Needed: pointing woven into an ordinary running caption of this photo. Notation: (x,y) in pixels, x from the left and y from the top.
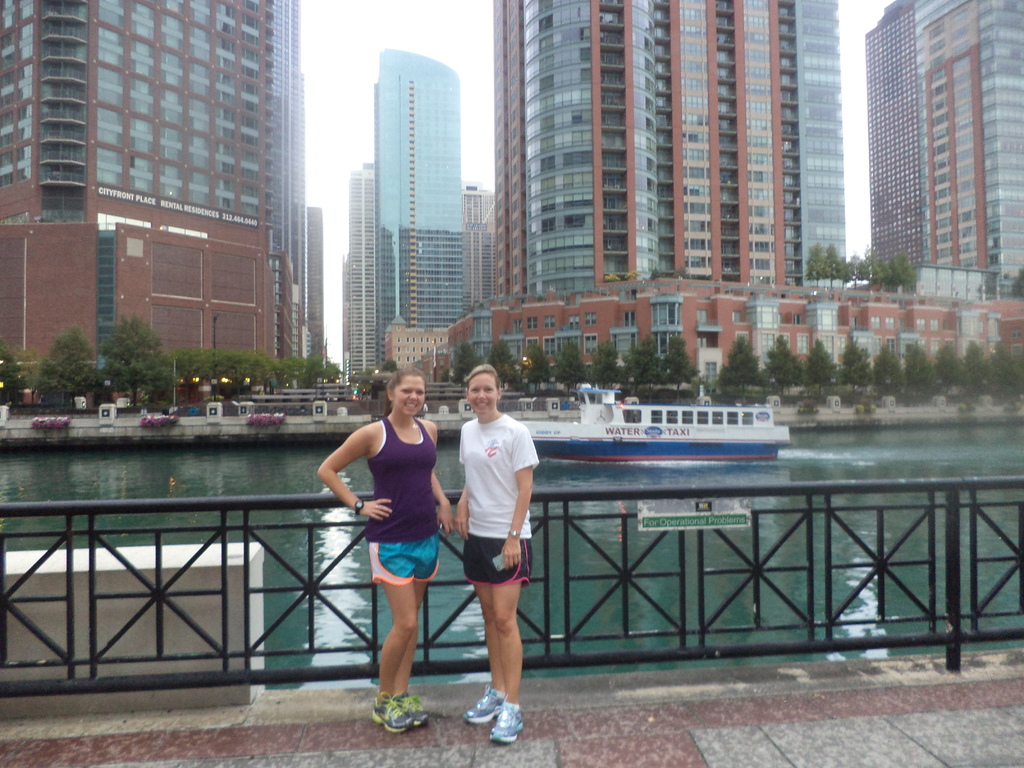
In this picture we can see two women (489,456) are standing in front of the fence (567,547), behind to them we can see a boat (731,447) in the water (918,429), in the background (851,294) we can find few trees (817,352), buildings (769,331) and poles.
